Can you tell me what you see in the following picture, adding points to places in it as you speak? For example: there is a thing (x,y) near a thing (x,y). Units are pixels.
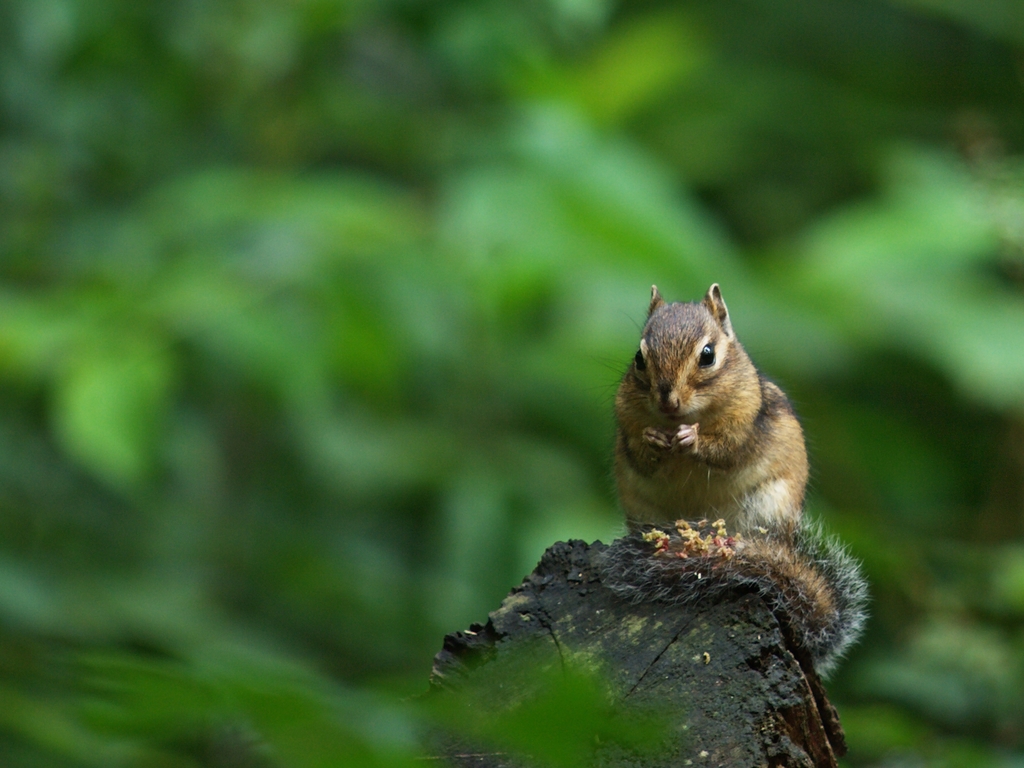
In this image we can see a squirrel (708,399) on the log (694,665).
